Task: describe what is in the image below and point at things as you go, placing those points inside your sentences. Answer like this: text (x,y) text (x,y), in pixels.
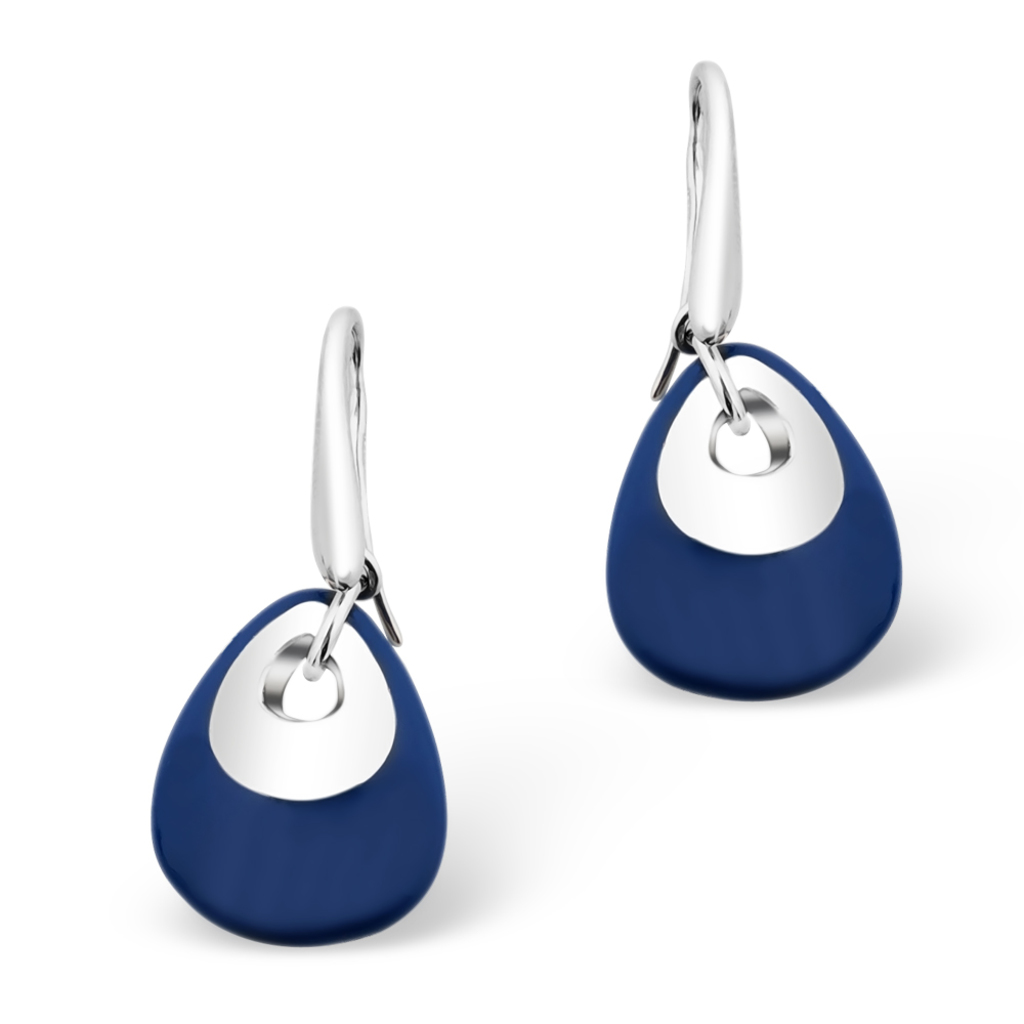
In the foreground of this image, there are two earrings (782,363) and a white background (400,228).
